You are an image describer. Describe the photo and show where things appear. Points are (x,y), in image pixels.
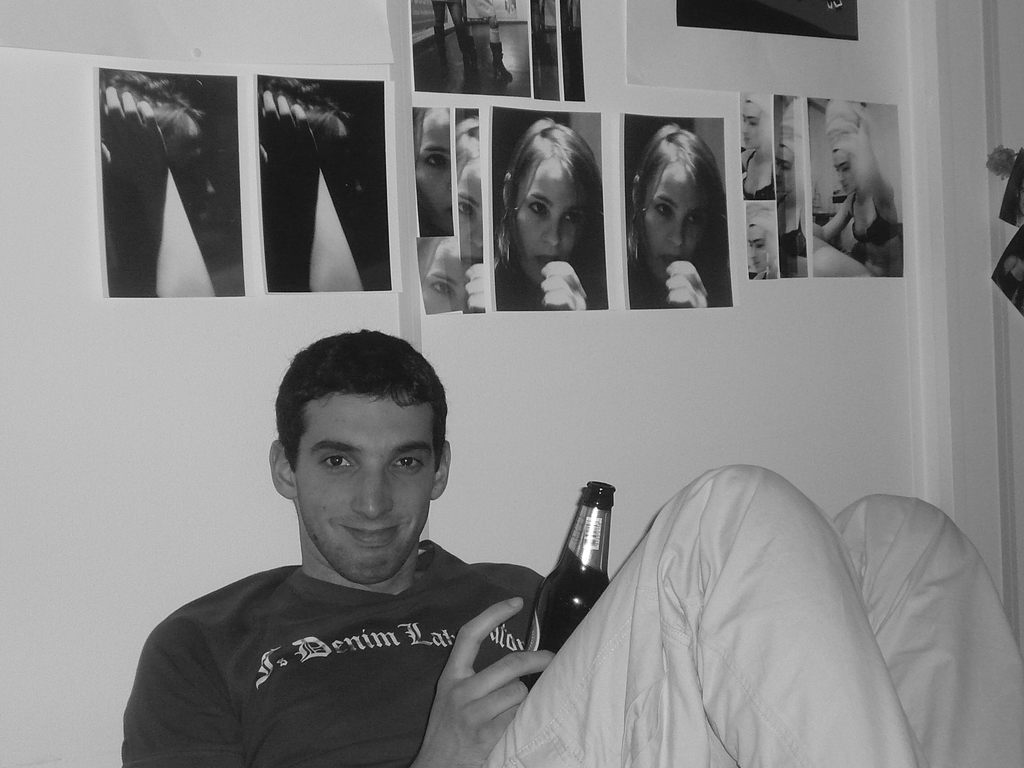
He is a man (505,761) who is laying on something he is taking support of his background (199,541) he is holding a bottle (603,505) in his right hand (481,729), he is wearing a black color shirt (216,660) and he is smiling, in the background (378,81) we can see few photographs (568,191) that are stick to the wall (592,342).
